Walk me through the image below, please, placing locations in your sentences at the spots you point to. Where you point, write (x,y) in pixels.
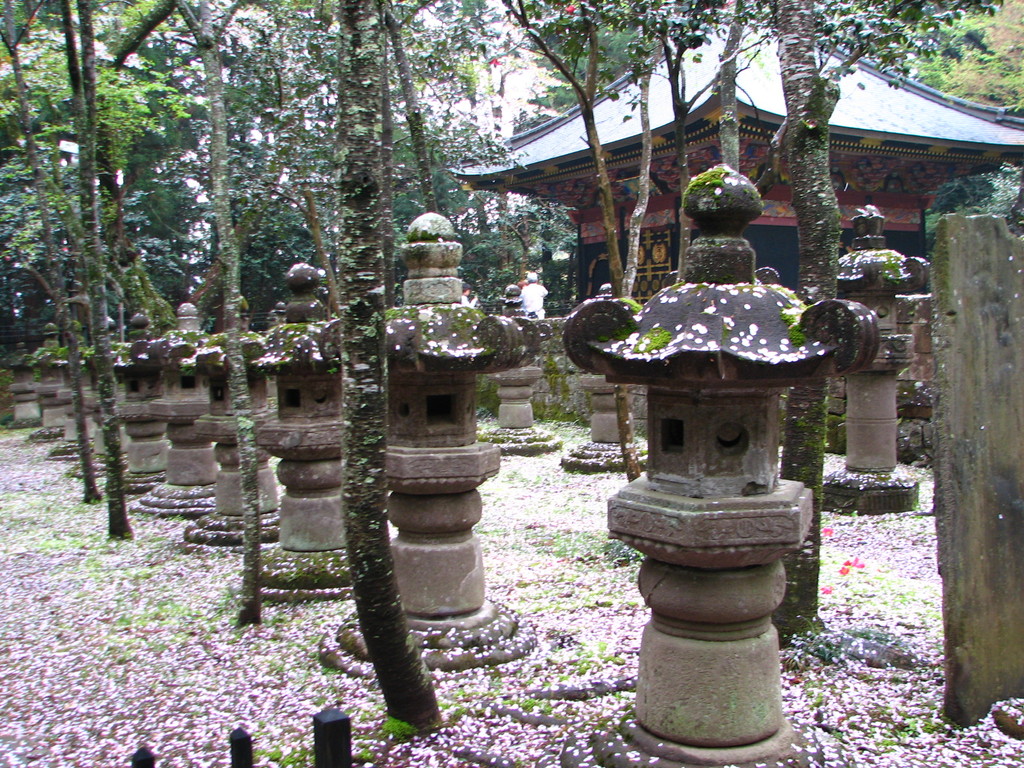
In this picture we can see many stone lanterns (666,291), besides that we can see many trees (345,153). On the right (781,252) there is a house (899,155). At the bottom (904,752) we can see flowers (914,739) and leaves (921,712). At the top (511,61) there is a sky (508,78).
